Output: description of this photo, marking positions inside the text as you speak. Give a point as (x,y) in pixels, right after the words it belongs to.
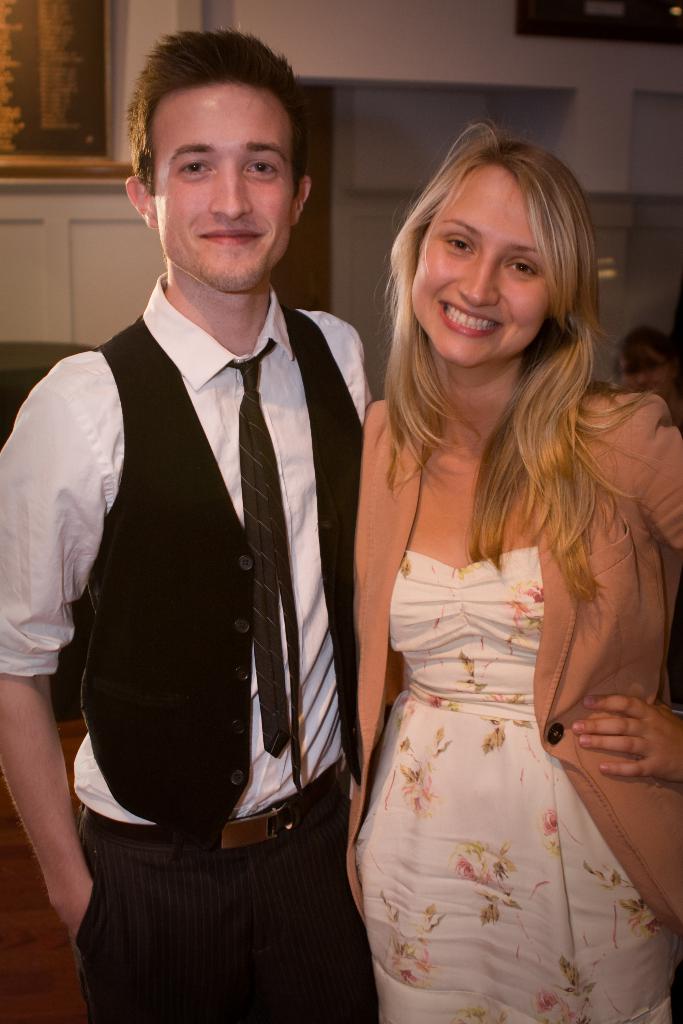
In this picture there is a woman (524,761) who is wearing white dress (517,943). On the left (228,212) there is a man (176,390) who is wearing shirt (296,558), tie (285,546) and trouser (294,964). Both of them are smiling. At the back (316,303) we can see wall (117,87).
